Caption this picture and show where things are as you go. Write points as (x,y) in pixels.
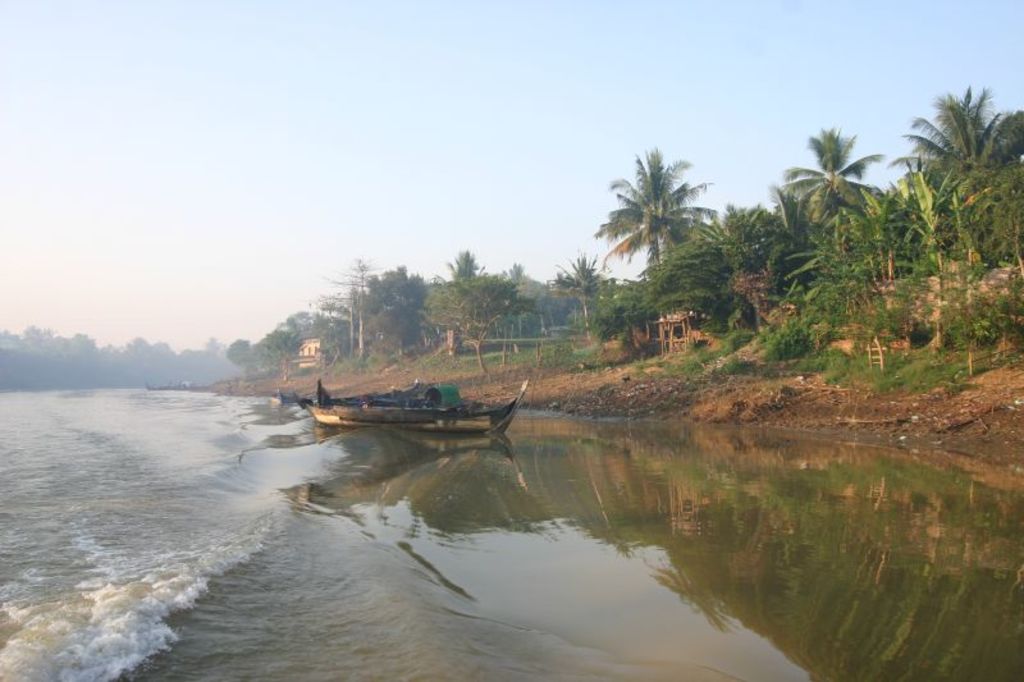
There are boats (393,396) on the water (273,426) of a river (273,426). In the background (966,227), there are trees (717,241), plants (803,325) and grass (904,363) on the ground (424,353) and there are no clouds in the sky (128,218).
